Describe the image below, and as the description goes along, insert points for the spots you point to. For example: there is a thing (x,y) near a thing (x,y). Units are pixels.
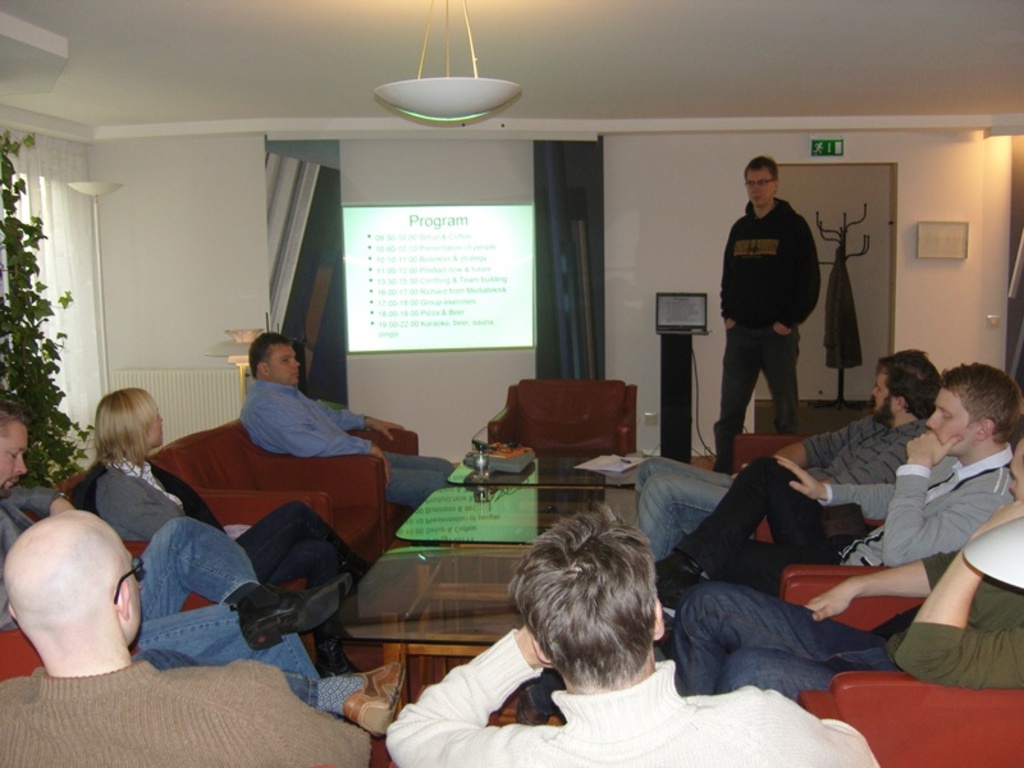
In this picture we can see some people (944,408) sitting on the sofas (598,419) around the table (549,524) and there is a man (726,374) who is standing in front of them and also there is a projector (370,299).
